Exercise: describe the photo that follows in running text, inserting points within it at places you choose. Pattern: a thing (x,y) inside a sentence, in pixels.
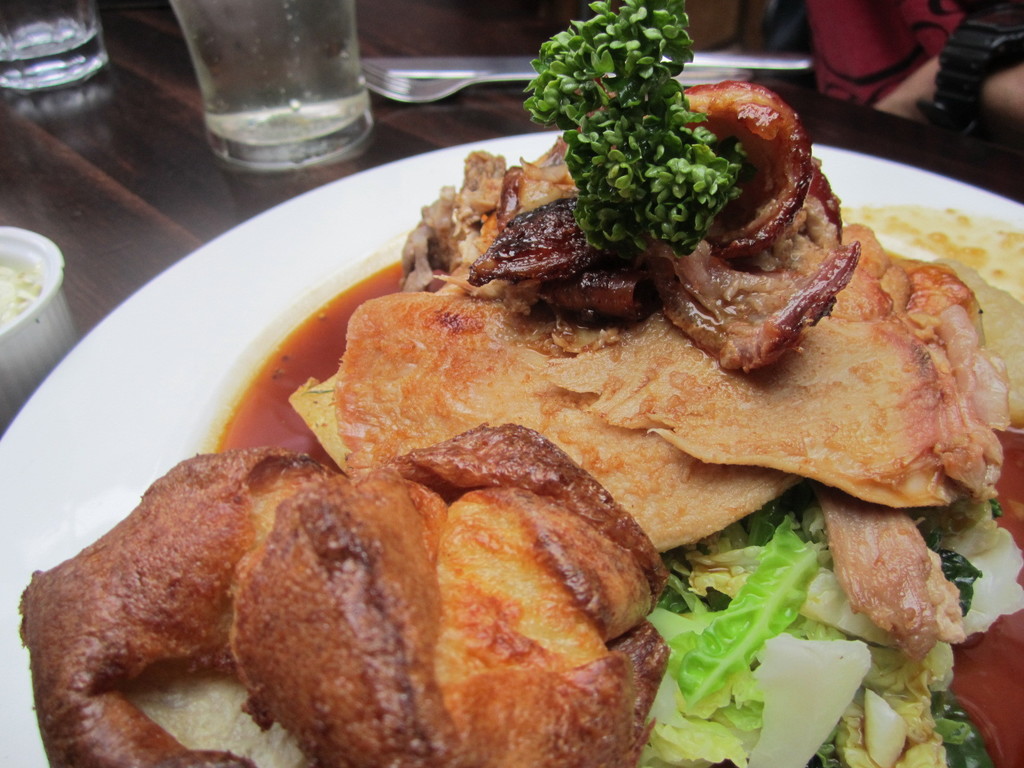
In this image I can see few food items (624,683), they are in brown and green color and the food (531,438) is in the plate (164,389) and the plate (104,423) is in white color. In the background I can see few glasses (52,20).
